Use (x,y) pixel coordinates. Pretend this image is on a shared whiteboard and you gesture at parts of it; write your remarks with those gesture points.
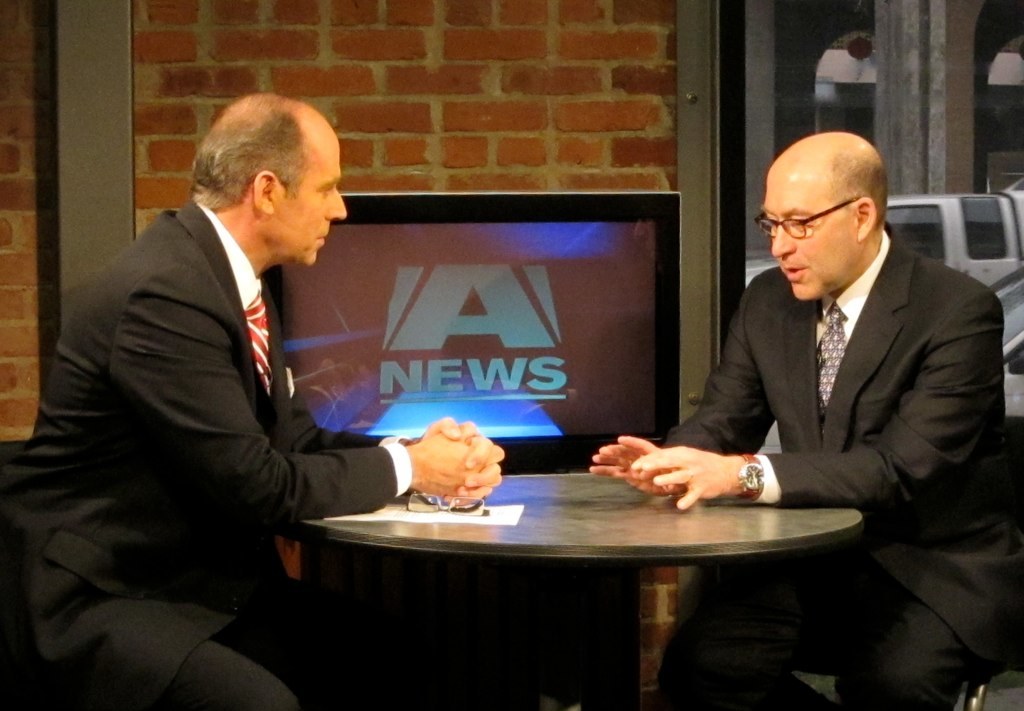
To the left side (184,370) there is a man (205,406) with black jacket (207,391), white shirt (238,281) and red tie (259,346). In front of him there is another man (892,338) with black jacket (892,338), white shirt (866,290) and blue tie (842,334) is sitting. In between them there is a table (572,528) with paper (433,516) and spectacles (472,508) on it. In middle (621,274) there is a TV screen (470,251) attached to the brick wall (508,118).
